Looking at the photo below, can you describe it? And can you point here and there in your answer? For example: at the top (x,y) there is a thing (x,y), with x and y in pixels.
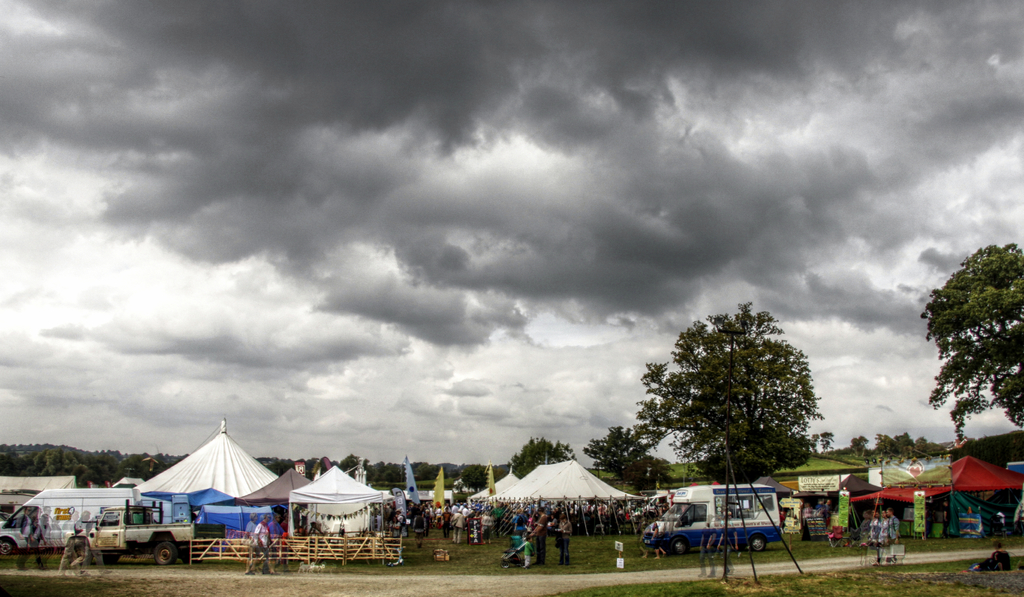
In this image I can see few tents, flags (412,491), vehicles (105,520), trees (437,468) and fencing (318,558). The sky (464,295) is in black and white color.
